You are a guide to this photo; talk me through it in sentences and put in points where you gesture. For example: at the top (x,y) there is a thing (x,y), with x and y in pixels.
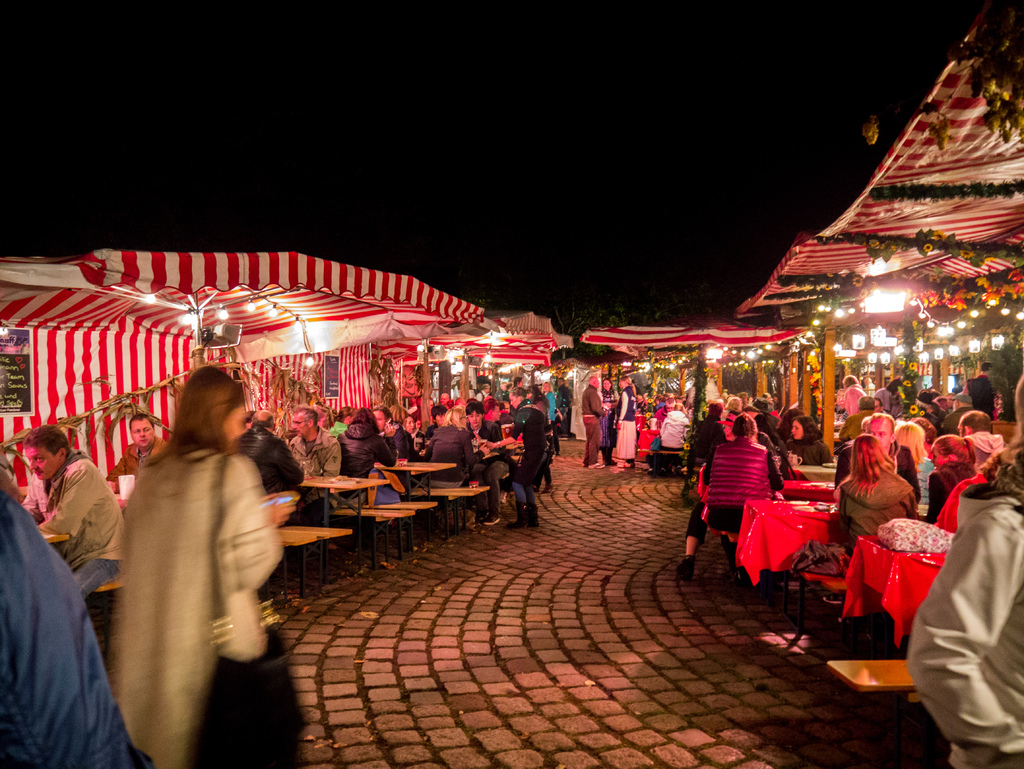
In the picture we can see a tiles pathway (471,759) and on the other sides we can see the tents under it we can see tables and benches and people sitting and having their meals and some people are standing near the tents (880,320) and in the background (499,147) we can see a sky (699,216) which is dark.
